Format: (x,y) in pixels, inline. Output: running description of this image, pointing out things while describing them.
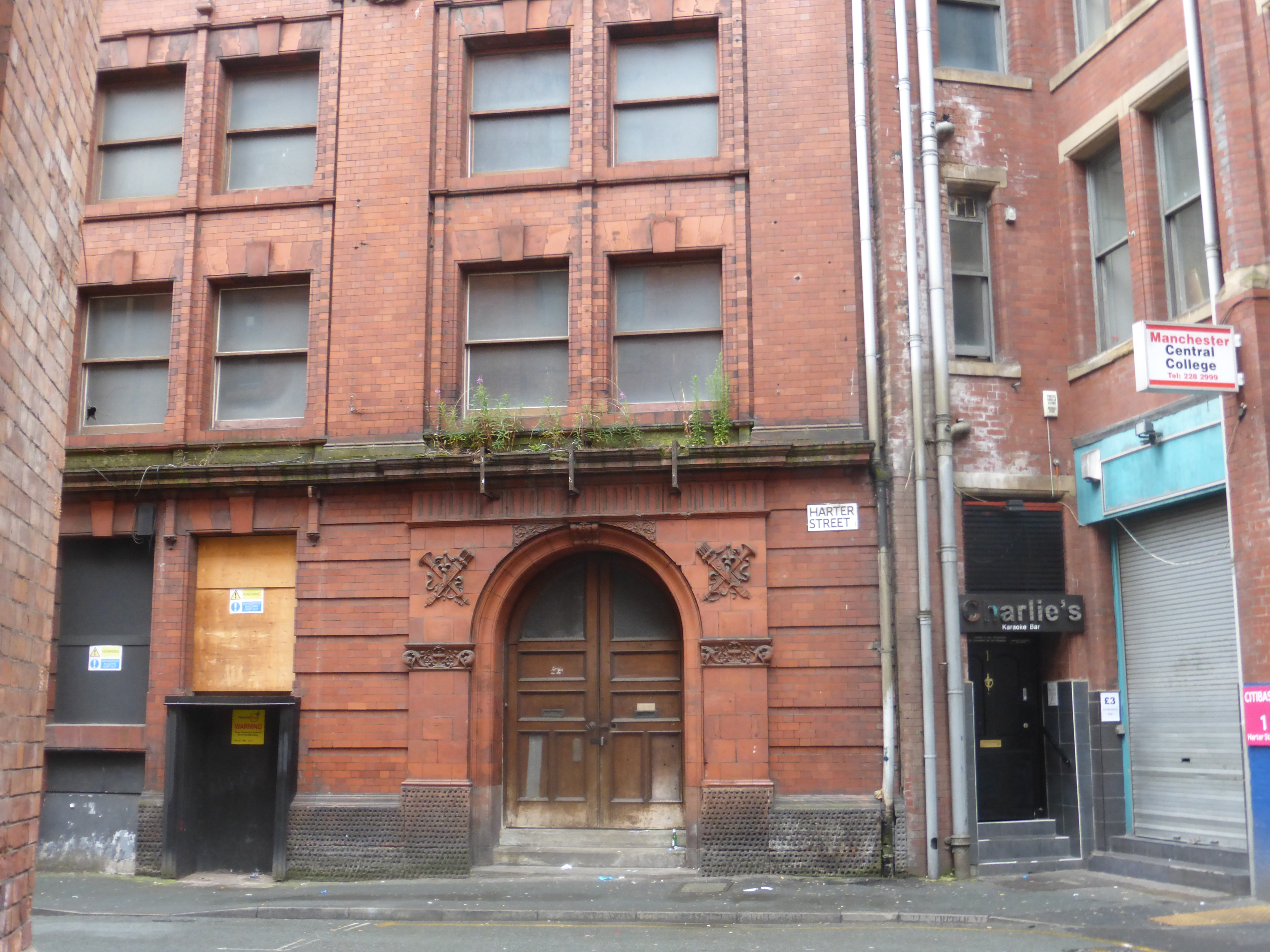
In this image I see the buildings (1238,466) and I see many windows (1081,20) and pipes (936,330) over here and I see boards (1027,596) on which there are words (1186,360) on it and I see the steps (983,844) and I see the doors (556,710) over here and I see the path (1088,919).
